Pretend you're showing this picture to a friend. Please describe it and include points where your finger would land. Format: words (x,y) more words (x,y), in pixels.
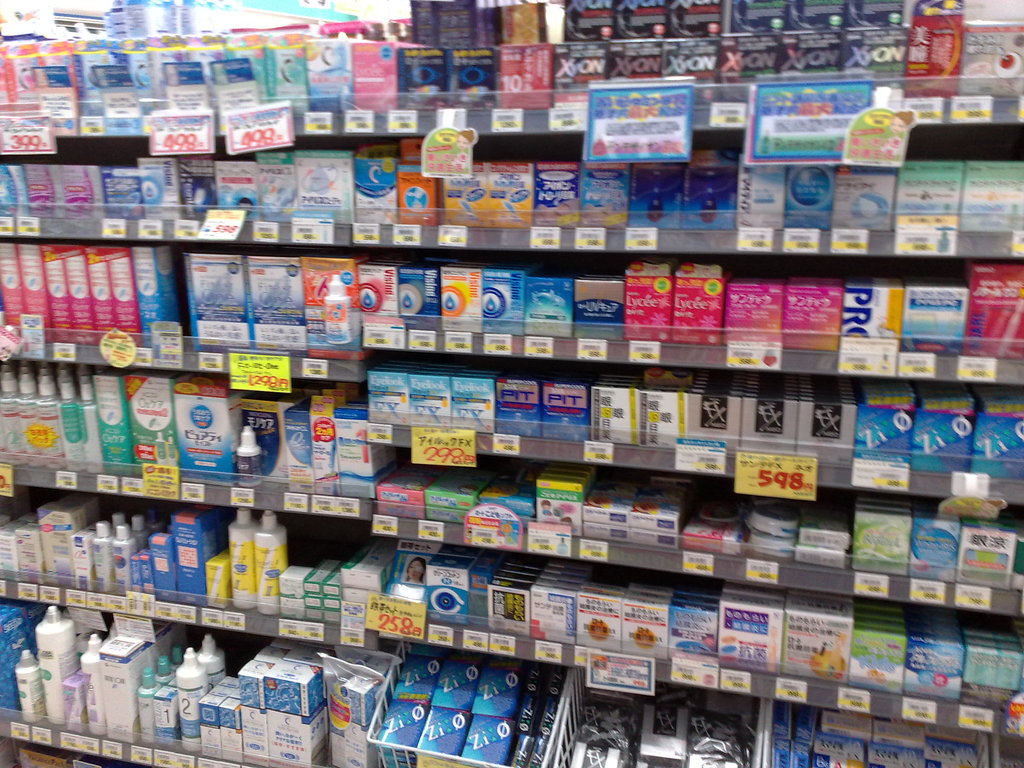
In this image we can see the different kinds of cartons (228,274) and containers (190,672) arranged in the shelves (311,100) and information boards (374,329).
